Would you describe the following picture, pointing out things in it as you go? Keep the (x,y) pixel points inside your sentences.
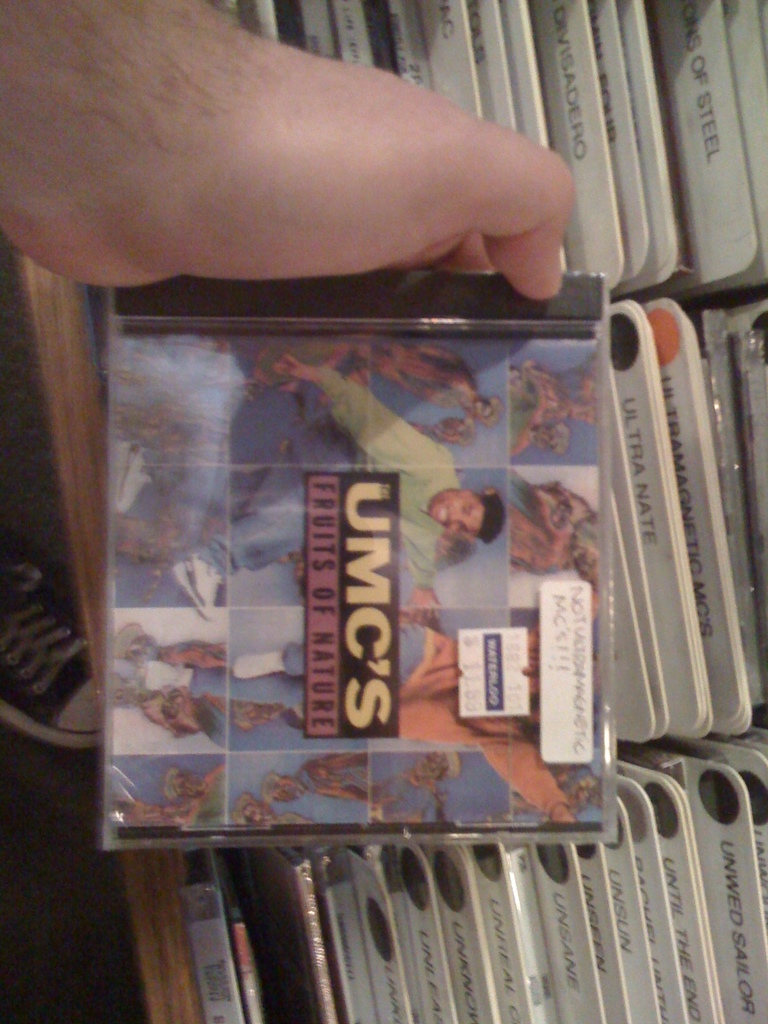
In this image I can see group of CD's (708,826) and in the top left (137,62) I can see a person hand (9,50) which is holding a CD (350,507).
